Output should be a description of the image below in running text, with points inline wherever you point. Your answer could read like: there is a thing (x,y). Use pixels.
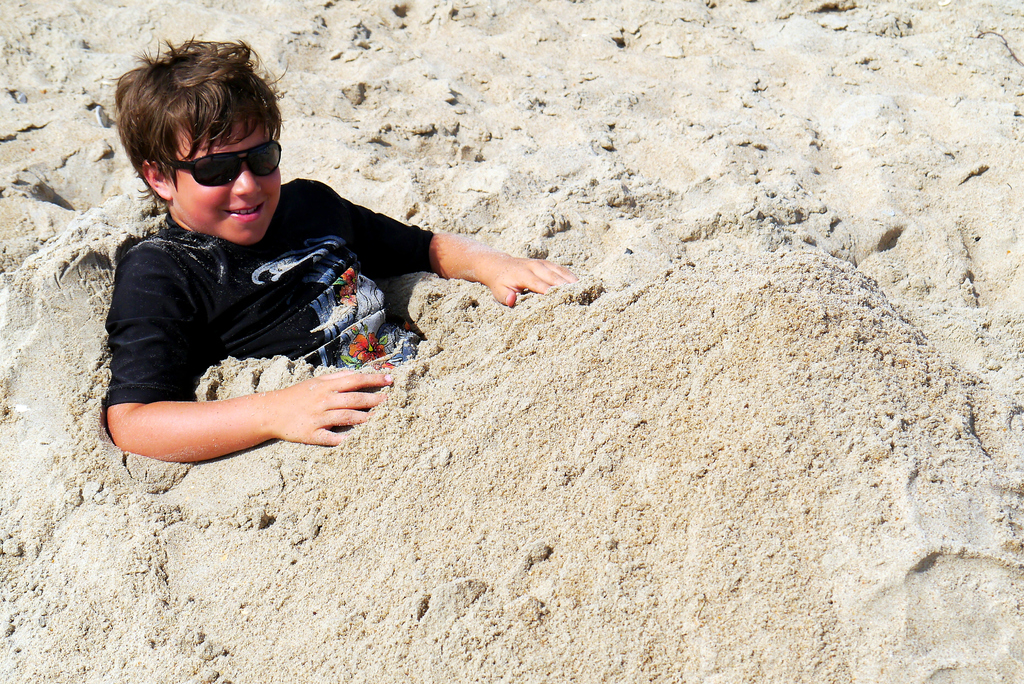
This image consists of a boy (166,250) sitting in the sand (233,468). He is wearing a black T-shirt (283,264) and black shades (231,157). At the bottom (694,573), there is sand (666,592).
